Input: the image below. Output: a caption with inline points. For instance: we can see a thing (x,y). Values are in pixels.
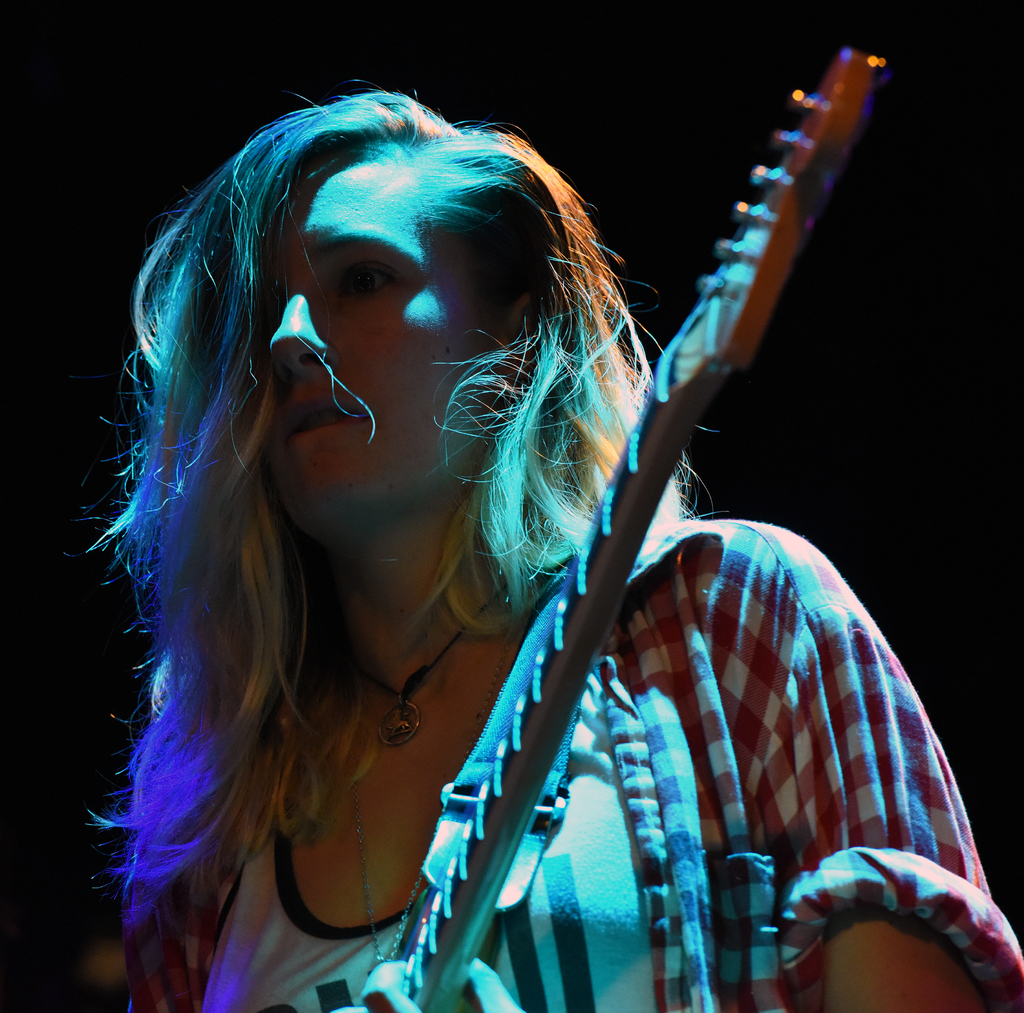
In the given image we can see a girl (354,482) and a guitar (504,832).
